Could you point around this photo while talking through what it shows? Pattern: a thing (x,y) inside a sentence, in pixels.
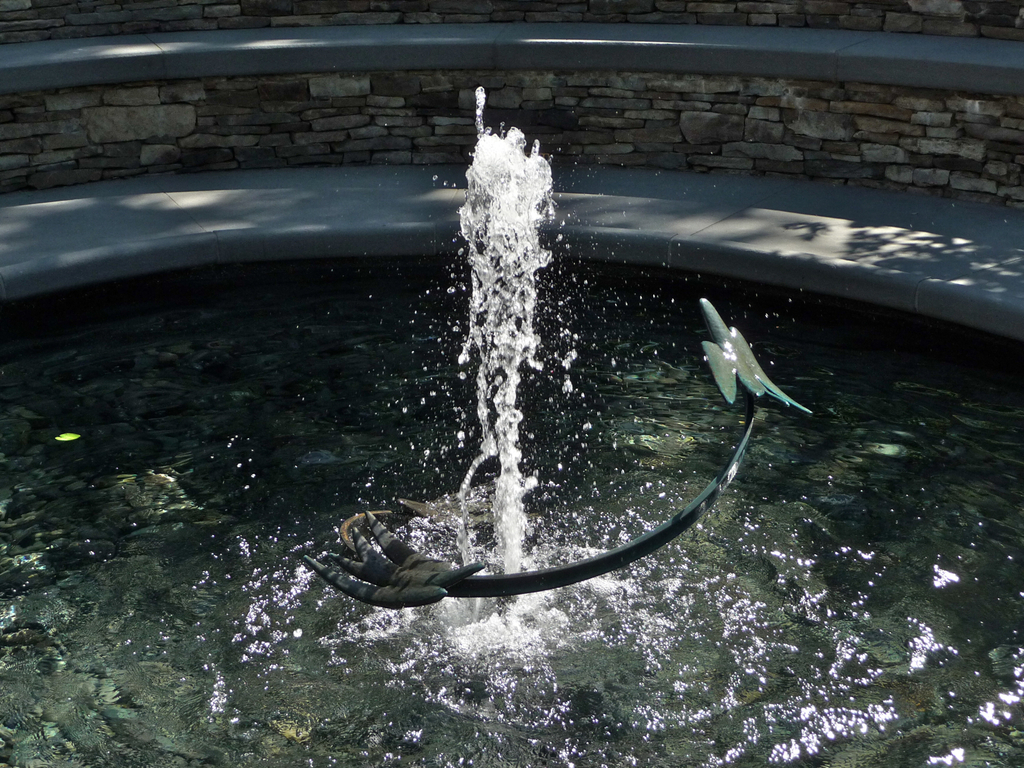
In this image there is a water fountain (479,508), there is an object (367,591) in the foreground (608,564). There is water (632,625) at the bottom (670,641). There is a stone wall (688,124) in the background (411,93).
